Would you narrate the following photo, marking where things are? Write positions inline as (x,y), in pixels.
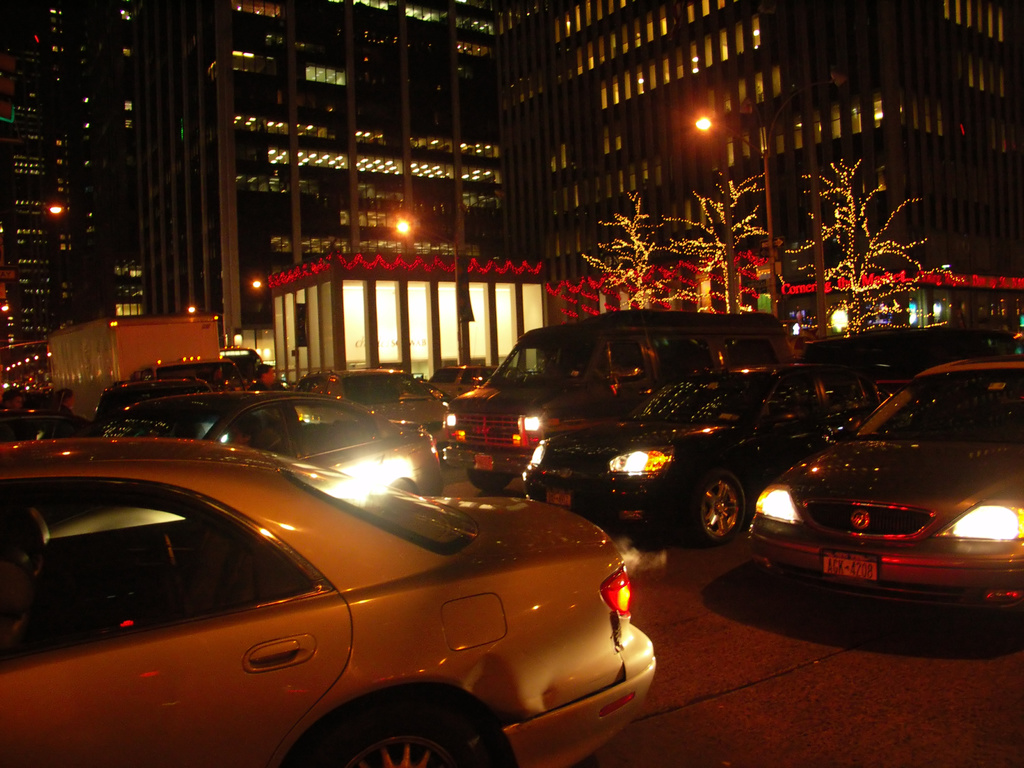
In the center of the image (473,387) there are cars (191,729). In the background of the image (499,358) there are buildings (144,39). In the bottom of the image (733,666) there is road (689,718).
